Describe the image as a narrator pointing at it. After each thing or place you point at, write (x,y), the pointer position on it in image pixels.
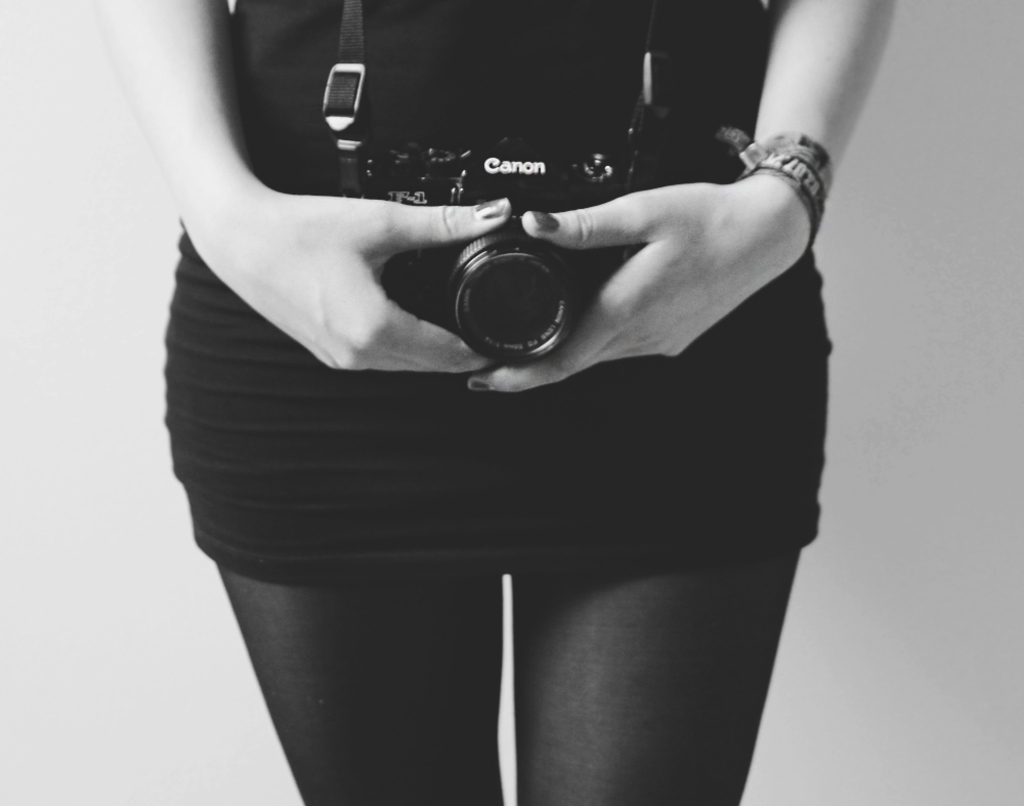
Here in this picture we can see a woman (582,234) in a black colored dress (267,85) standing over a place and she is holding a camera (524,338) in her hand (532,228).
